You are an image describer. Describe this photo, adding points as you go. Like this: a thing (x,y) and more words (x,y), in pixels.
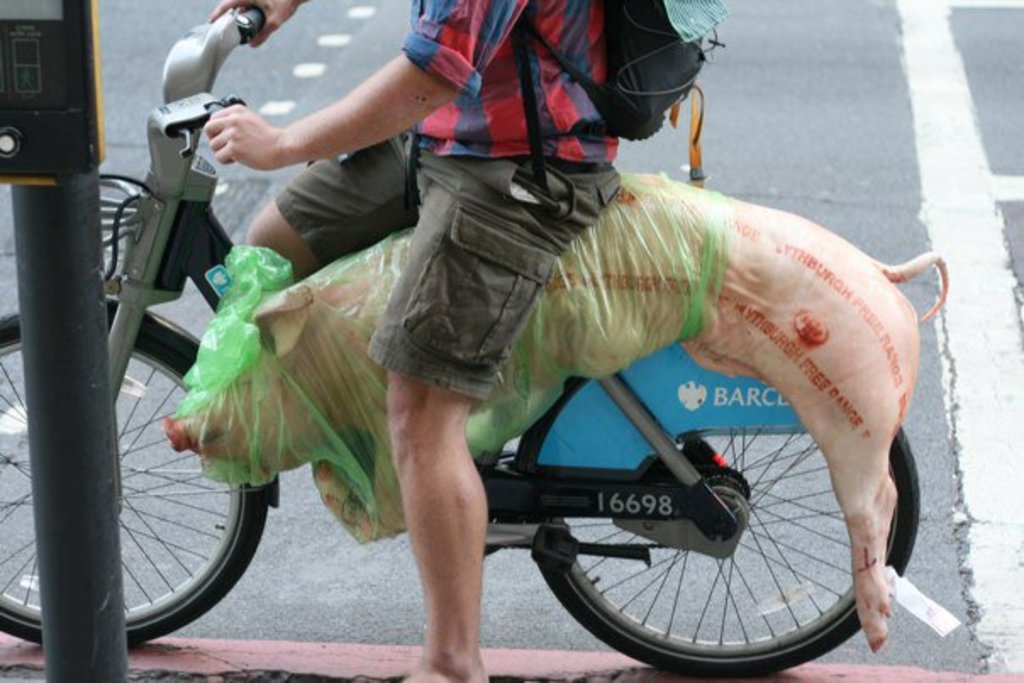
In this image a person (414,186) riding a bicycle (629,445) carrying a pig (384,255) on his bicycle (661,457).
